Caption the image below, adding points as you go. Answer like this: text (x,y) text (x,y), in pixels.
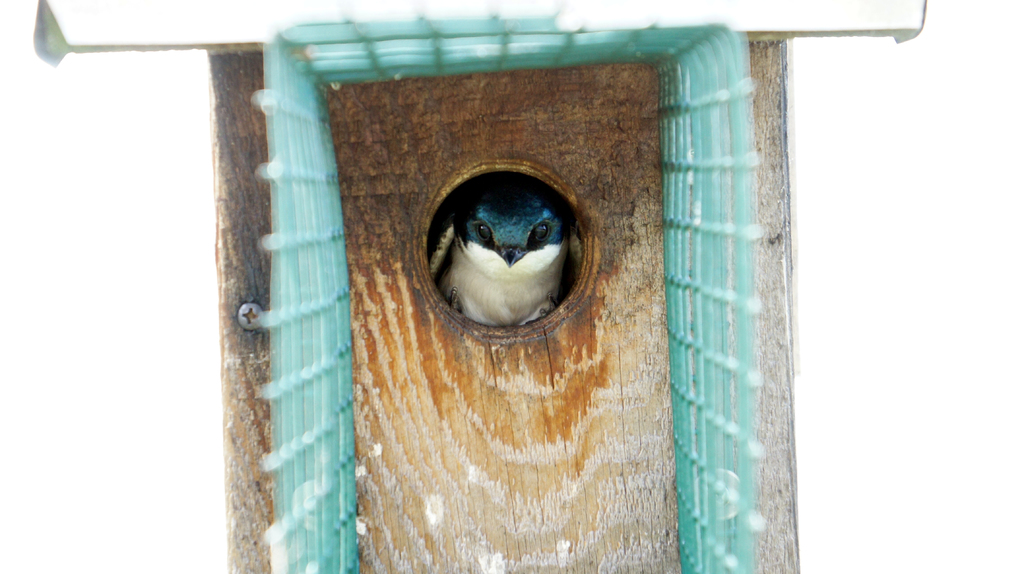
In this image there is a bird (473,254) in the hole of the birdhouse (452,384). In front of the bird (476,313) there is some metal object (308,137).
